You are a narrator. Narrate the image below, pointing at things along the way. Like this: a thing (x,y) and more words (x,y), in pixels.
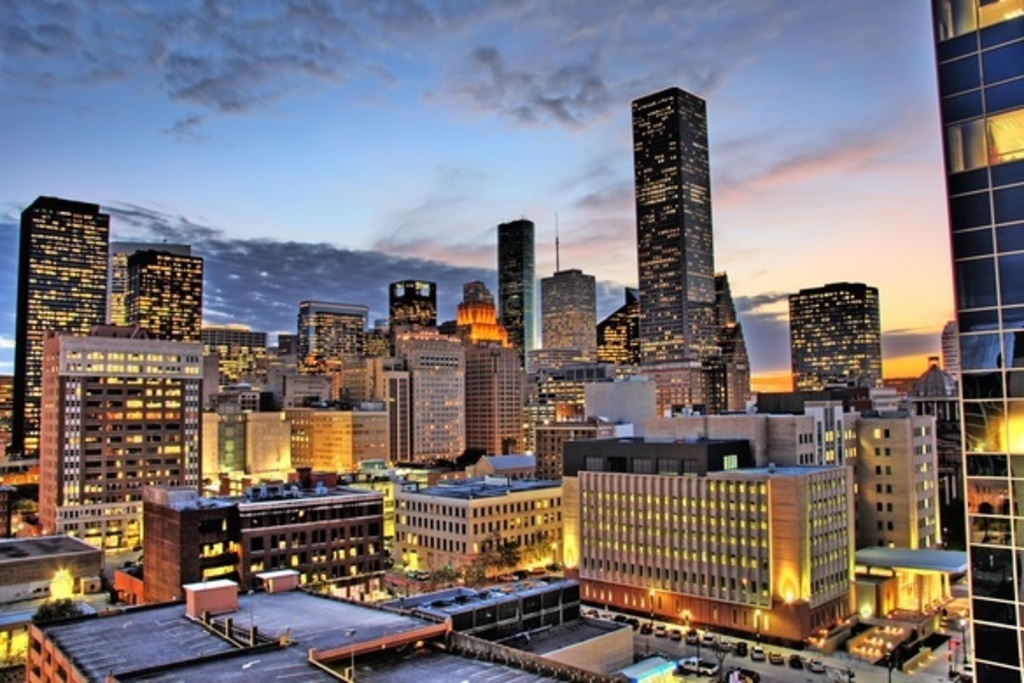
In this picture we can see buildings (618,418), cars (819,666) on the road (833,676), trees (513,559) and in the background (491,34) we can see the sky (605,88) with clouds (488,58).
